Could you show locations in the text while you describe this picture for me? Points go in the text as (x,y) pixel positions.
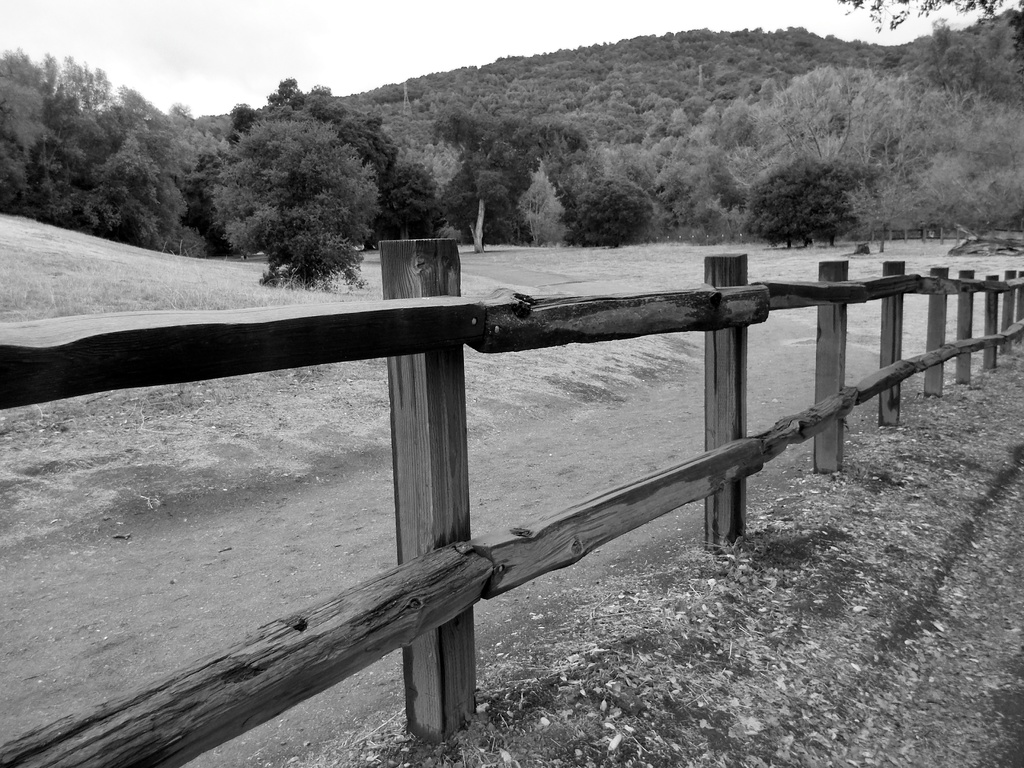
In this image in the front (682,486) there is a wooden fence (721,372). In the background (423,127) there are trees (717,130).
